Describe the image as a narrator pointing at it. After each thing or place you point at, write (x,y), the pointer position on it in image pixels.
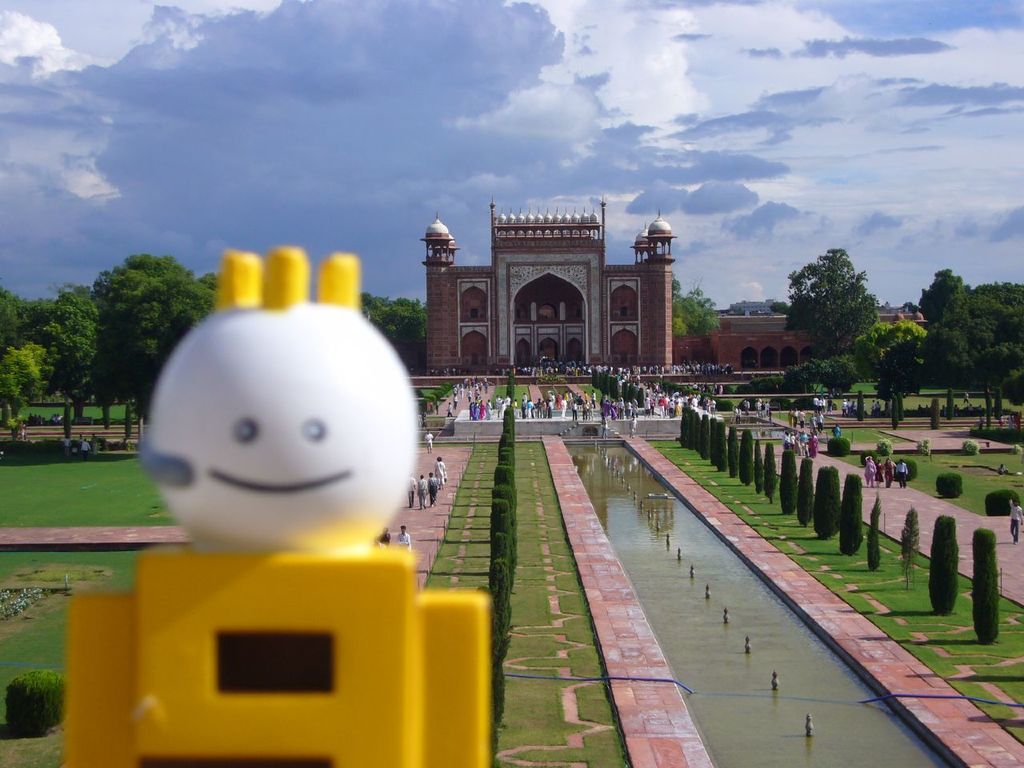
In this picture we can see one building (536,332), in front of the building (504,362) there are so many people (530,401) are walking, some trees (923,327), grass (861,461), water (677,594). In front of the camera we can see one yellow color toy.
